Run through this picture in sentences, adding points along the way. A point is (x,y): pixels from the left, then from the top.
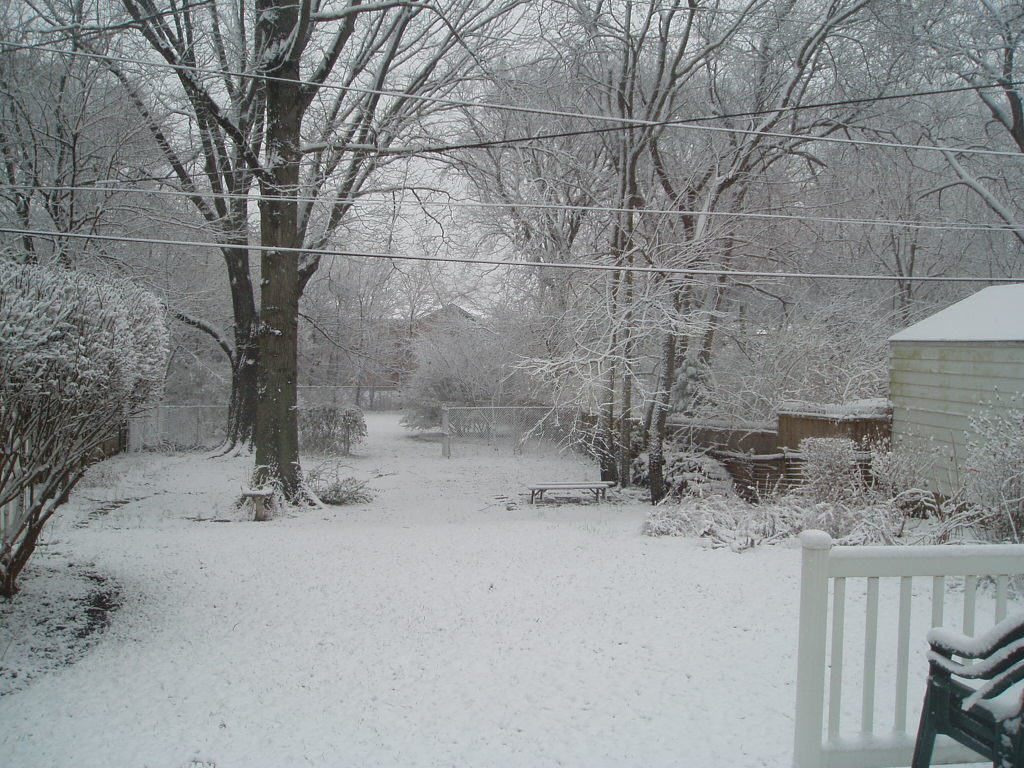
In this picture we can see the trees (289,434), snow (396,433), houses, railing (837,757), chairs (955,652) and other objects (749,469).
